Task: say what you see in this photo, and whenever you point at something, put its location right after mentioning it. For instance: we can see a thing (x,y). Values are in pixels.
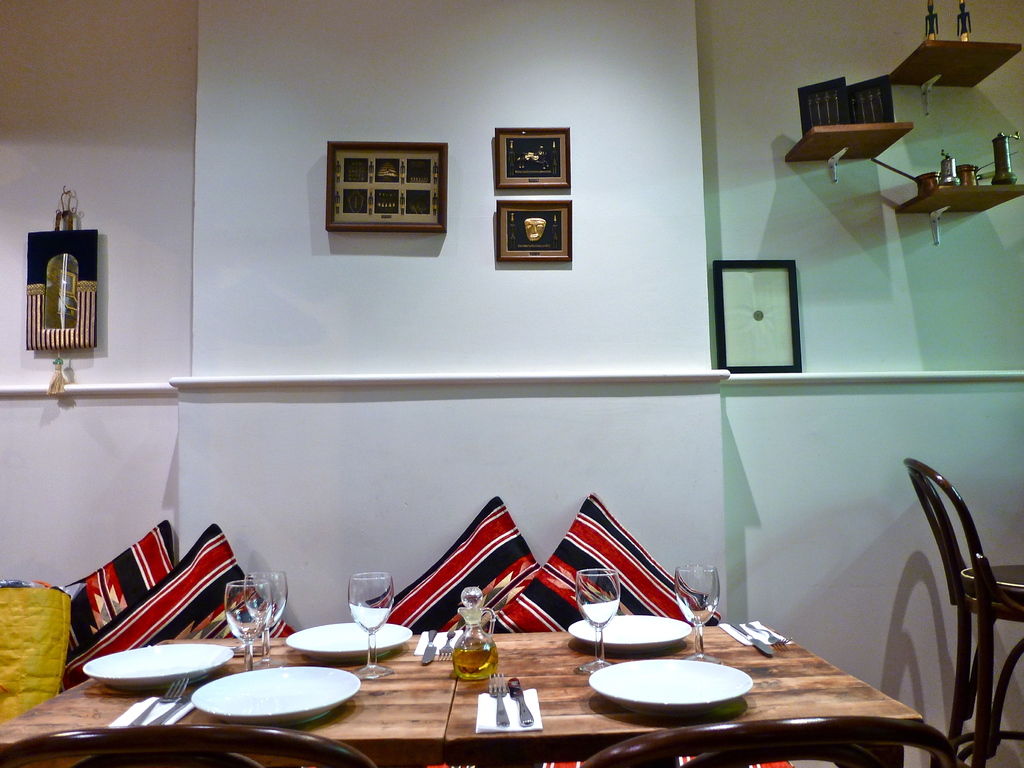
In this image at the bottom (461,678) there is one table (468,693), on the table (564,707) there are some plates (637,629), glasses (697,634), knives (178,703), forks (500,686) and tissue papers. And in the background (409,589) there are some pillows (637,589), on the right side (964,570) there is one chair (984,632) and on the wall (867,287) there are some photo frames (783,281) and some wooden boards (902,126). On the boards (902,126) there are some objects (969,167).
